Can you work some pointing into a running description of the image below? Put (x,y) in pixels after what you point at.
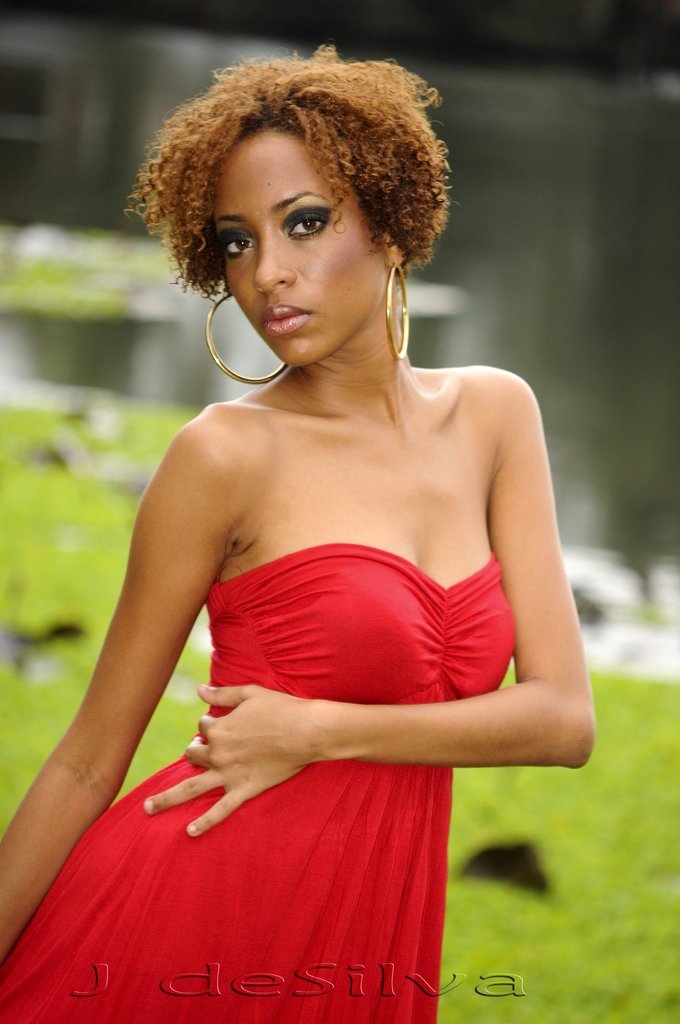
There is a lady (264,730) wearing earrings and a red dress (303,861). In the background (24,329) it is blurred. At the bottom (271,986) there is a watermark (215,966).
